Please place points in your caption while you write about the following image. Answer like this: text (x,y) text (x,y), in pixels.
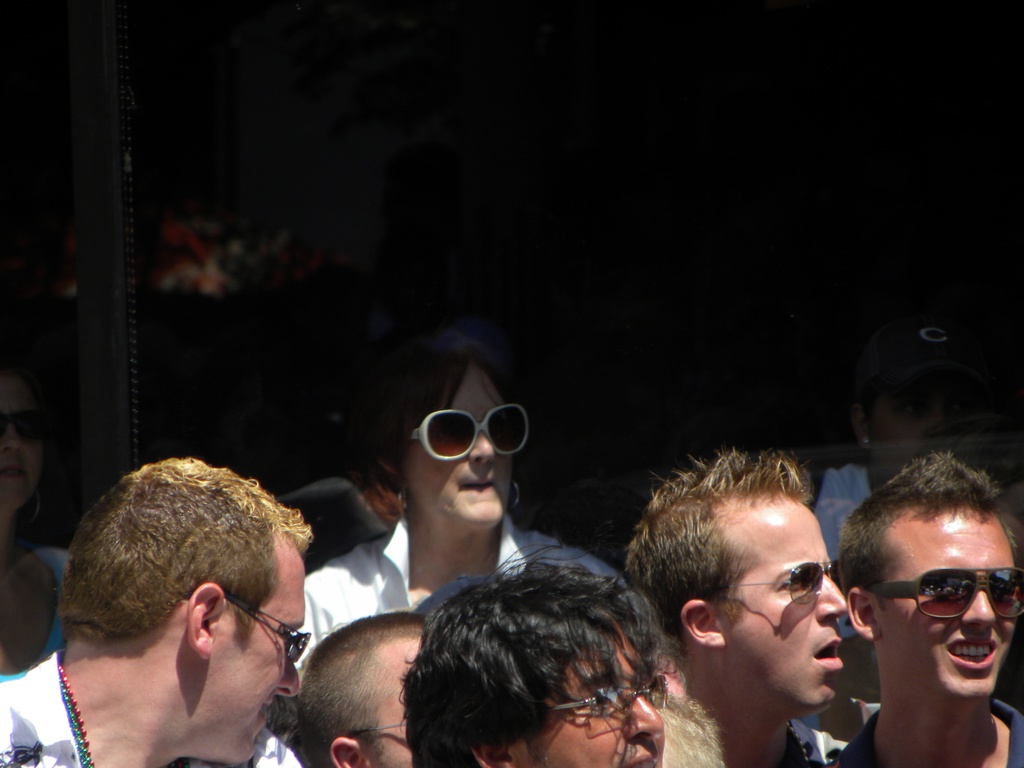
In this image we can see people (184,646).
